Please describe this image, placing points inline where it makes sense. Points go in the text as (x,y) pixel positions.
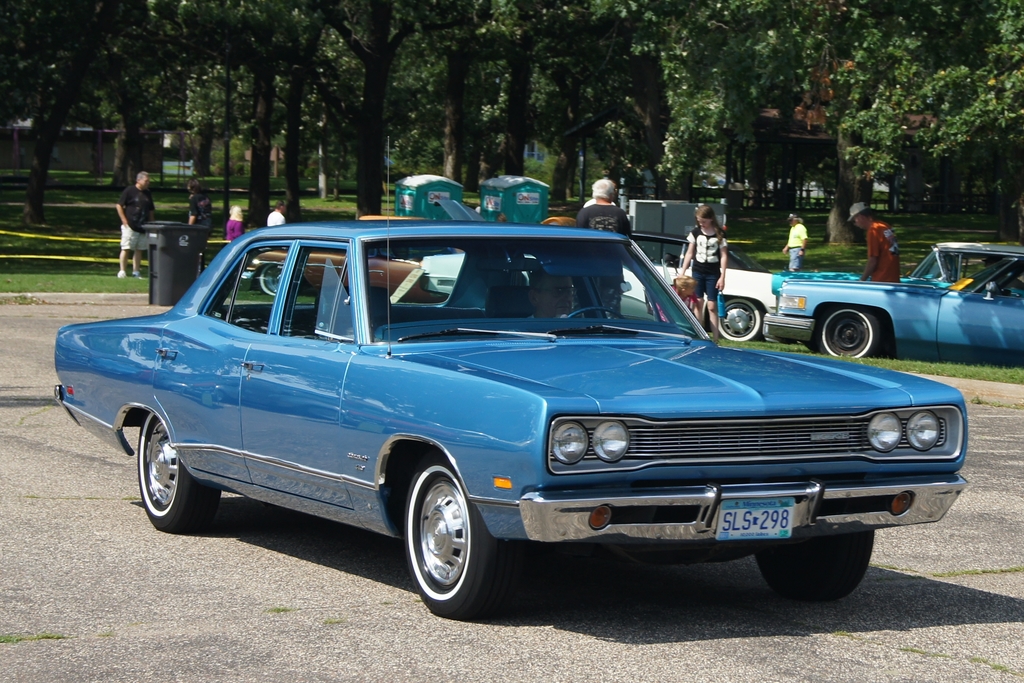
In this image we can see cars (937,279). Also there are many people (129,206). And there is a bin (187,252). In the back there are trees (234,142). On the ground (108,194) there is grass (567,203). Also there are small sheds (462,188). And there are box like objects (654,219).
